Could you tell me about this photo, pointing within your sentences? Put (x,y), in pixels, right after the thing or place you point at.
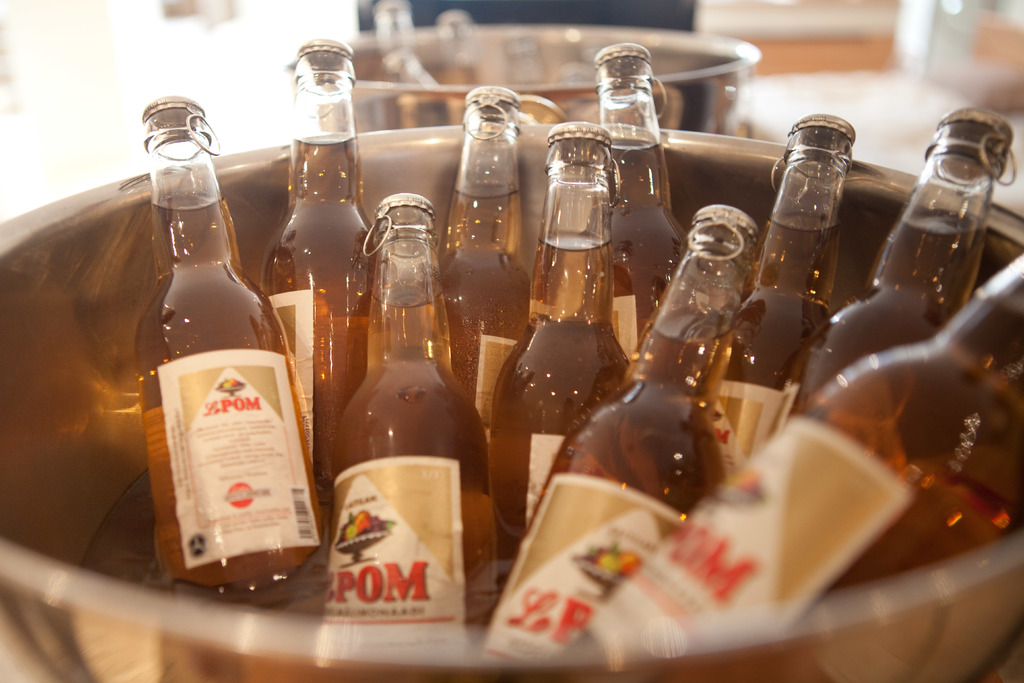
In this image, we can see some glass bottles (464,161) in a container (29,370).
